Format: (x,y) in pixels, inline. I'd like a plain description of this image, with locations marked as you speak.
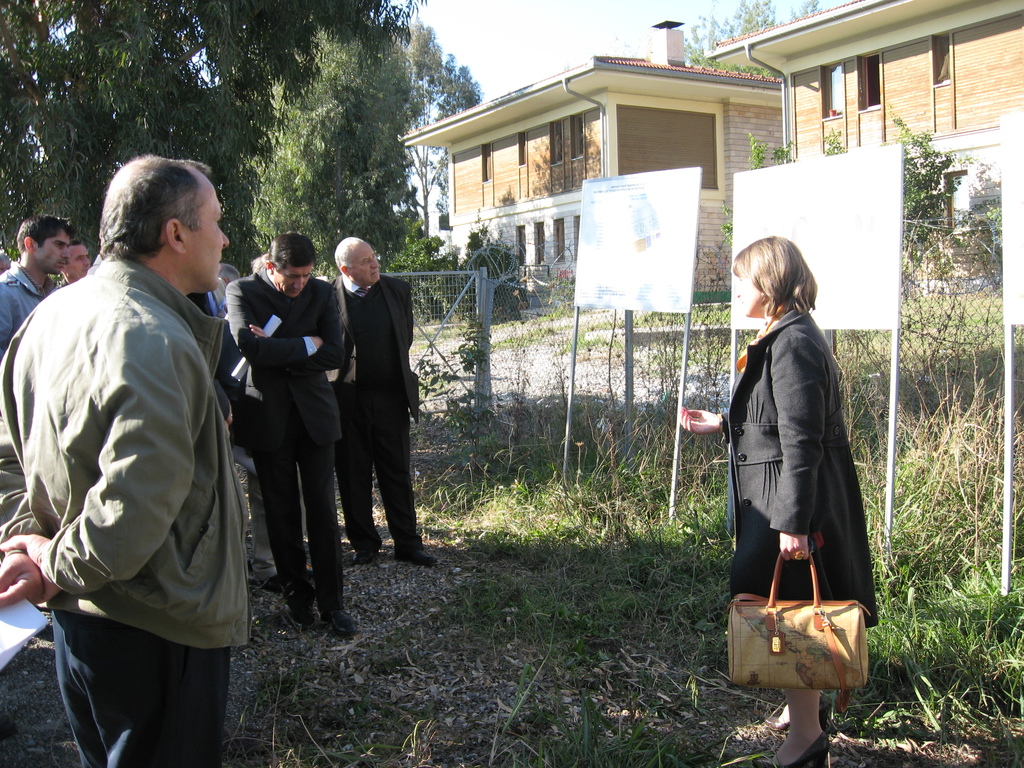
In this there are group of people (291,465) listening to a woman (812,417). The woman (821,356) is in coat (786,482) holding a bag (782,613) in her hand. They are observing few boards (692,219) behind her. Some of them are keenly listening at her. There is fencing (491,324) behind them. At a distance there are trees (222,112) and two houses (822,112) which are apart.
